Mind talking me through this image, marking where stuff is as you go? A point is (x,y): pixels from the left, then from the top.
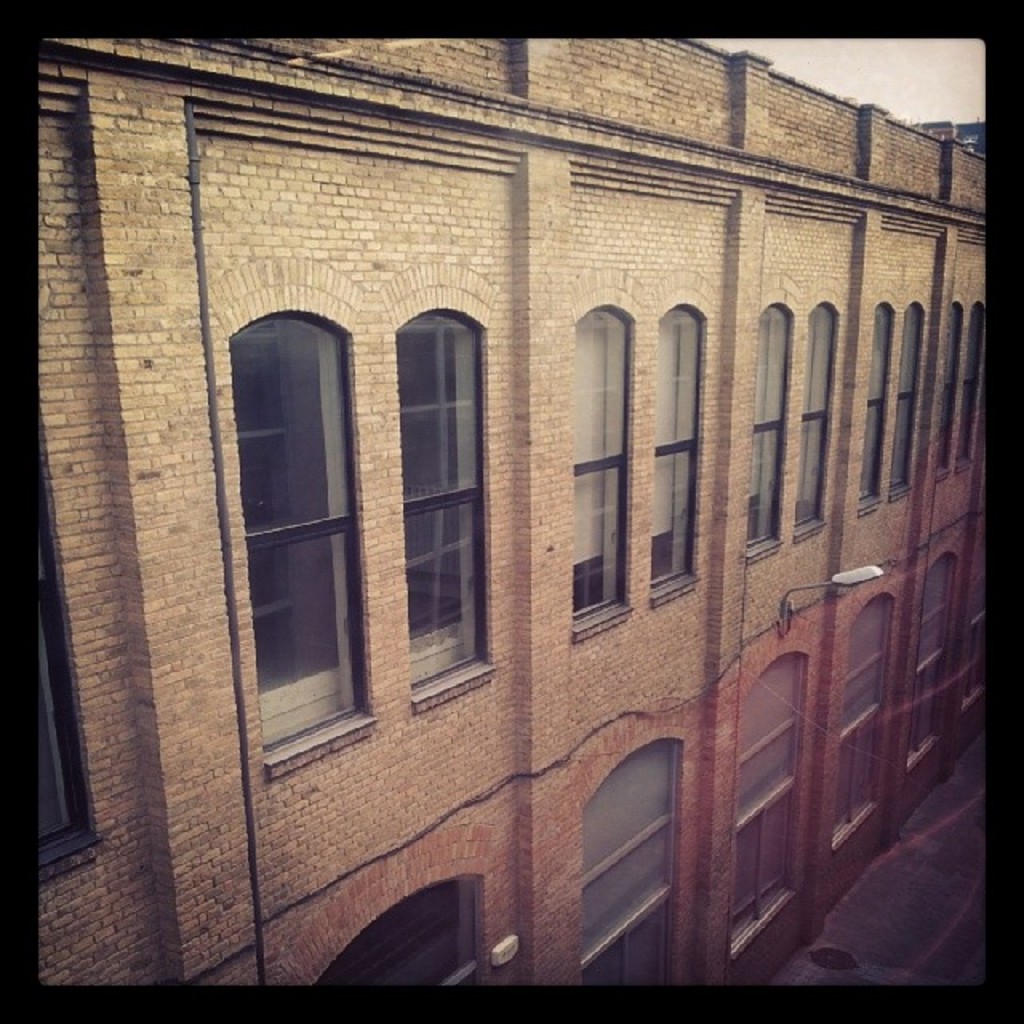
In this image we can see one building (855,396) with glass windows (905,378), one light (832,582) with Pole (780,612) attached to the building (734,635), one wire (512,780), one white object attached to the building wall (741,975), one object (858,962) on the floor (800,969), it looks like one object (974,128) behind the building (466,730) on the right side of the image (980,122) and it looks like the sky (978,93) at the top right side (960,88) corner of the image.
